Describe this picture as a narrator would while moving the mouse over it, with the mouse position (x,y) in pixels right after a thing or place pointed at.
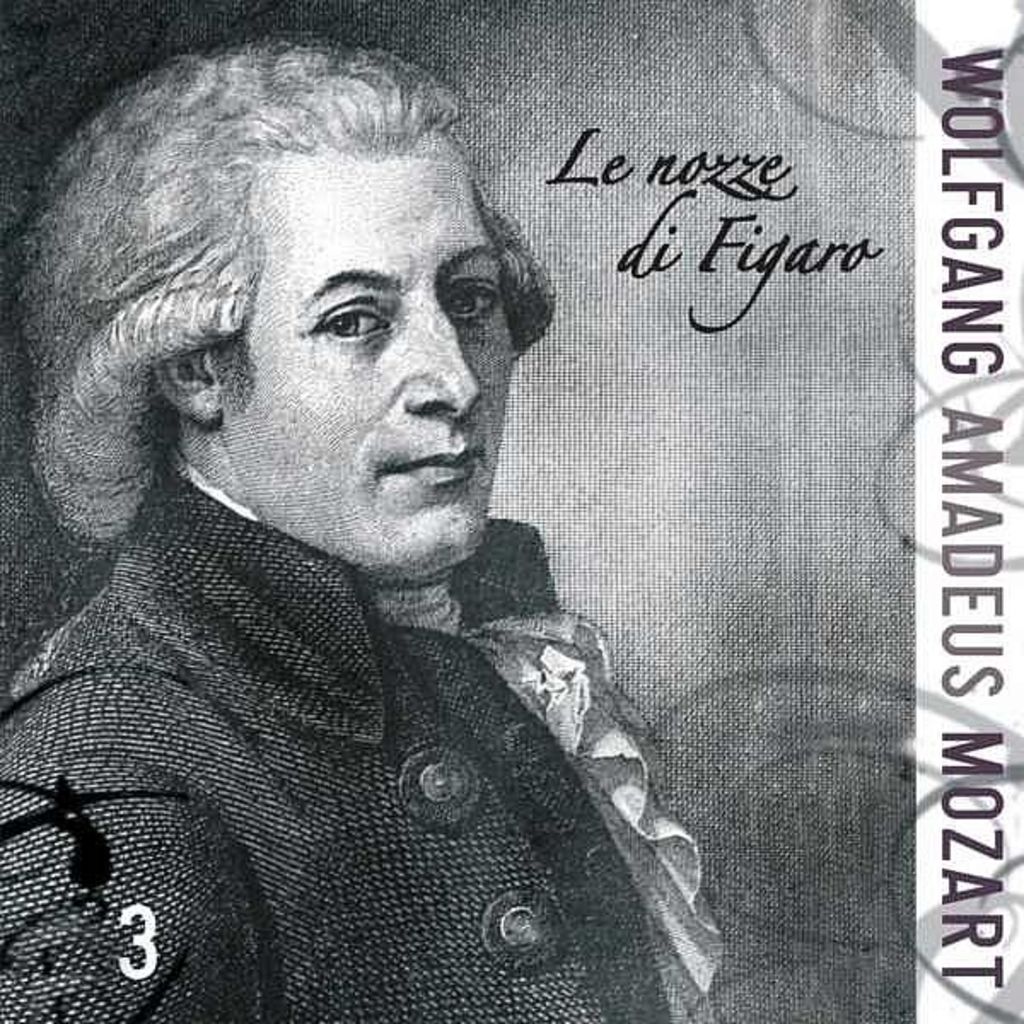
As we can see in the image there is a banner (640,336). On banner (416,615) there is a man (443,496) wearing black color jacket (412,684) and the image is in black and white.
